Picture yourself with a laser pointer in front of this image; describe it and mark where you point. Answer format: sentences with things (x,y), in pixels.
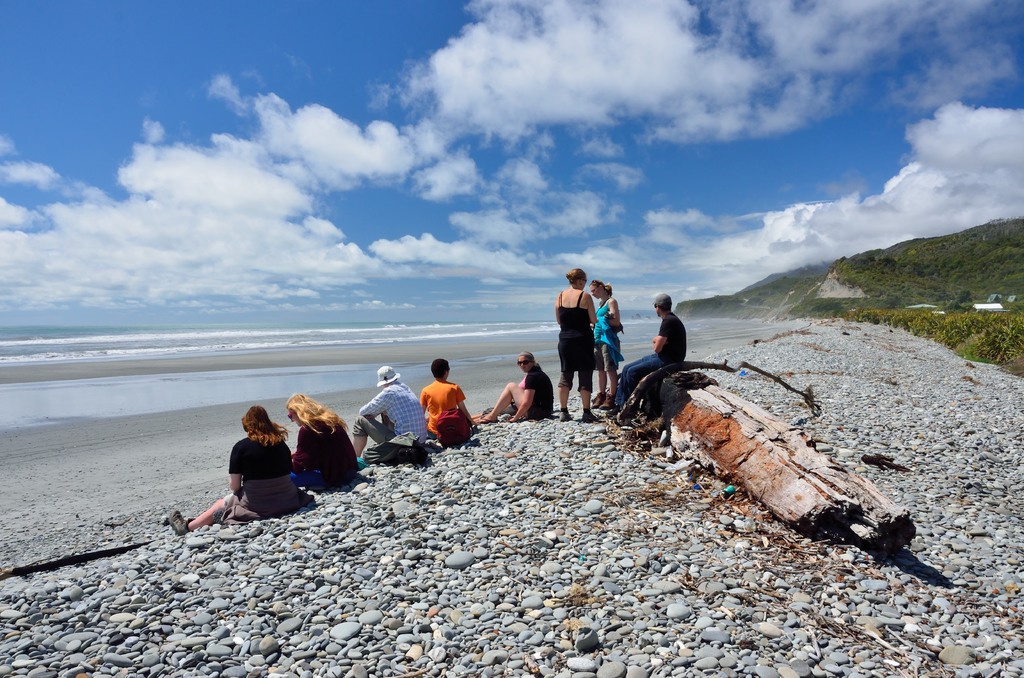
In the picture I can see people (455,399) among them some are standing and some are sitting. In the background (890,277) I can see plants (862,283), trees (862,283), the water (219,401) and the sky (378,244). I can also see wooden objects (858,525) and some other object (462,412) on the ground (629,461).
